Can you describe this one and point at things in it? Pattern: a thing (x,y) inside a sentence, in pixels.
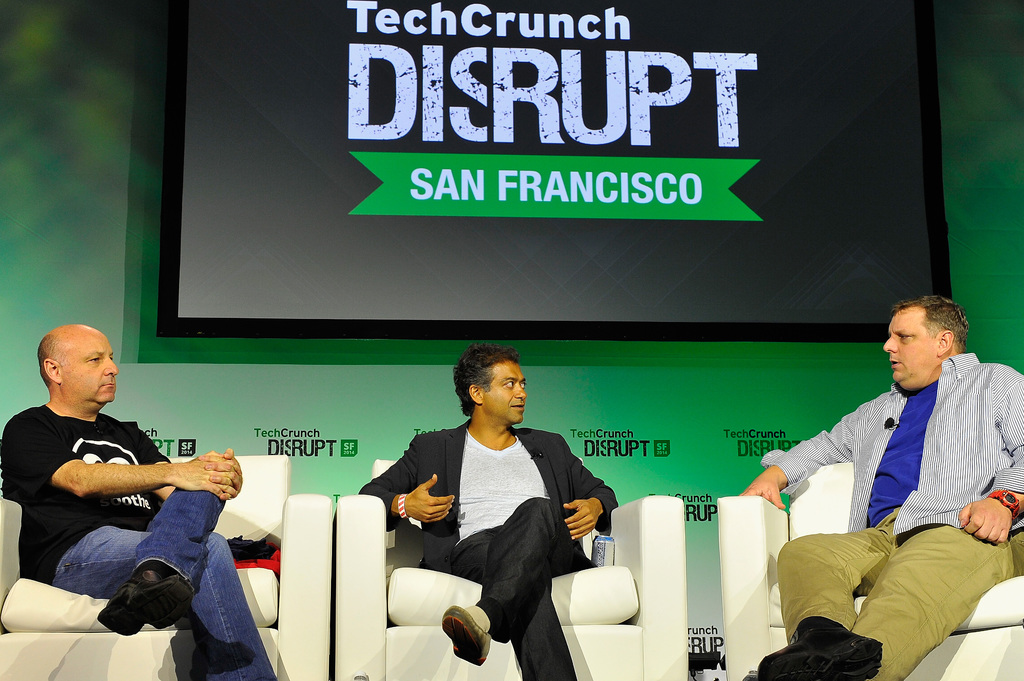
These three men (475,523) sitting on chairs (592,624). On the background (599,406) we can see wall (278,353) and screen (615,78).
